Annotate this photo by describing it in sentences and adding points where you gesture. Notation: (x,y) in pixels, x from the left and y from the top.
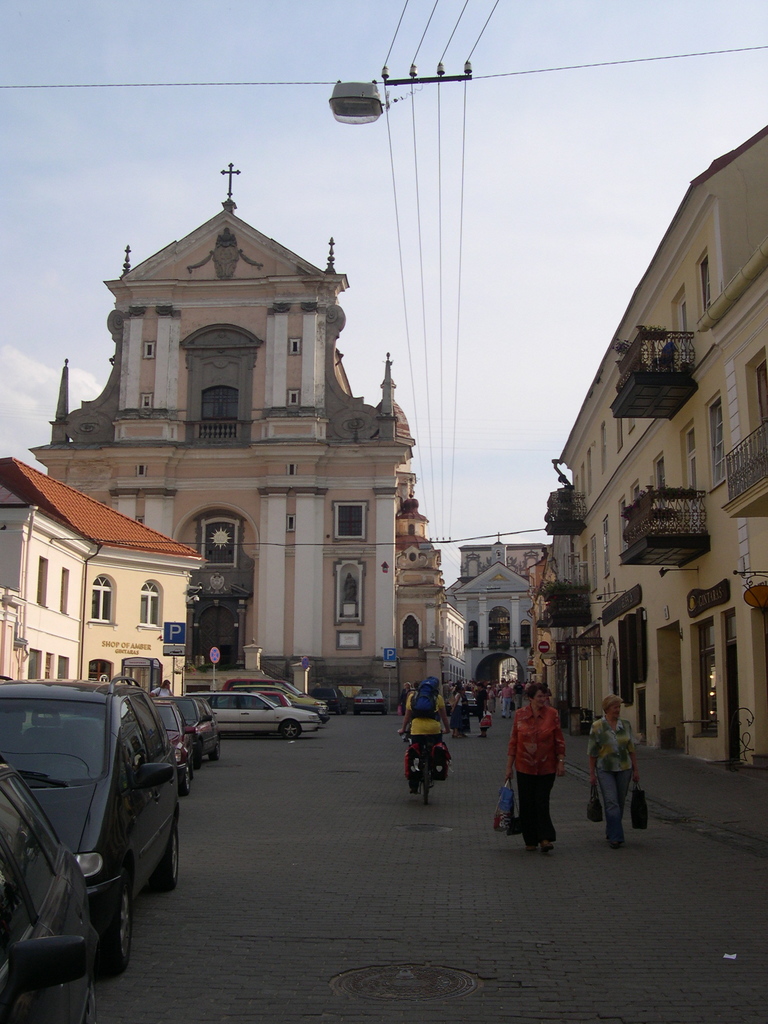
In this image there is a road (366,795), on which there are vehicles (36,831), persons (446,692), two persons (557,740) holding bags (507,812), one person (425,754) visible on vehicle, in the middle (360,654) there are buildings (662,502), at the top (167,216) there is the sky (559,94), cable wires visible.
